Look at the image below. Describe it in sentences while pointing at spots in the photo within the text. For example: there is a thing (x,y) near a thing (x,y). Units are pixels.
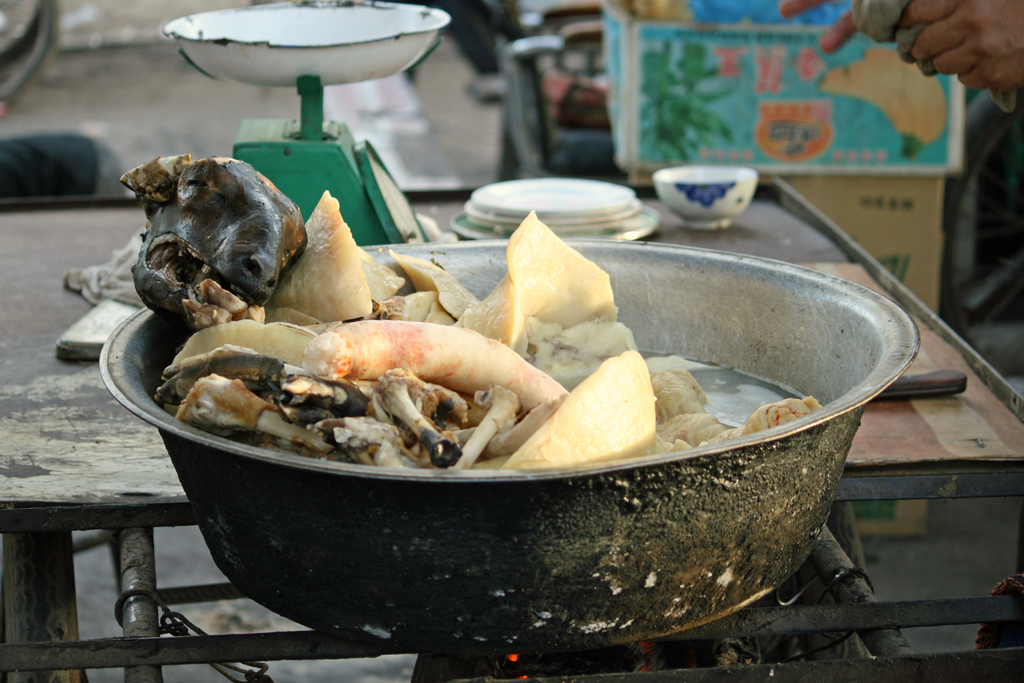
This picture shows goat meat (333,289) in a bowl (612,275) and we see plates (595,224) and a weighing machine (389,173) on the table (932,447) and we see human hands (1002,79) and knife (905,394) and a bowl (727,175) on the table (763,227).
